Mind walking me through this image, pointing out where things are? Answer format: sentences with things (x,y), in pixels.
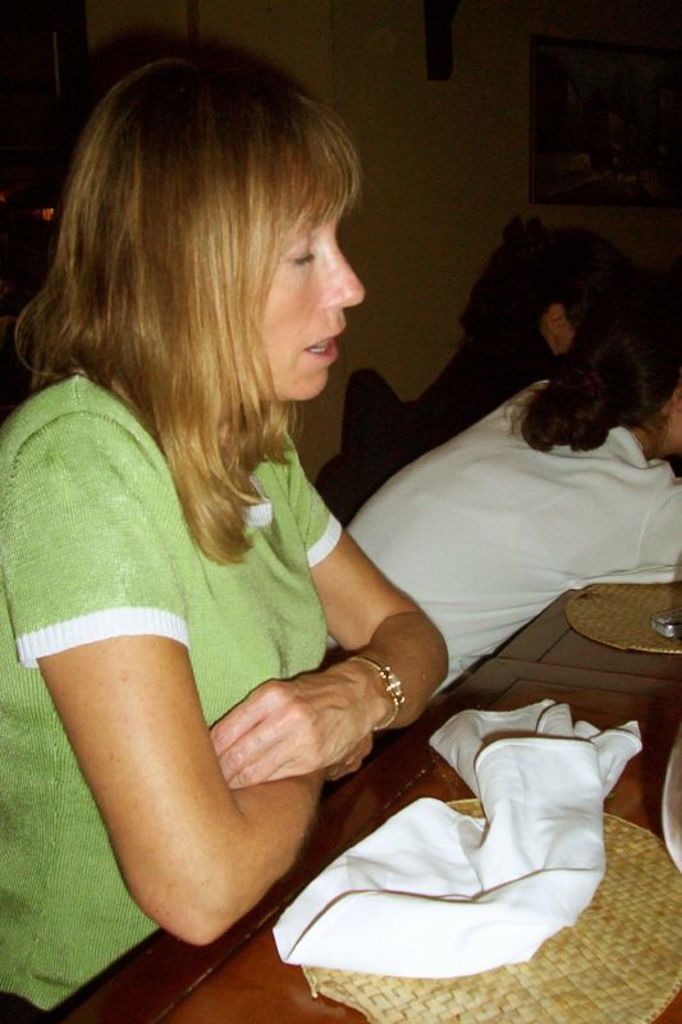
In this image I see a woman (288,98) who is wearing a green top (33,987) and there is a table (80,1017) in front of her and there is also a white cloth (600,747) over here. In the background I see the wall (409,317) and 2 more women (507,258).
